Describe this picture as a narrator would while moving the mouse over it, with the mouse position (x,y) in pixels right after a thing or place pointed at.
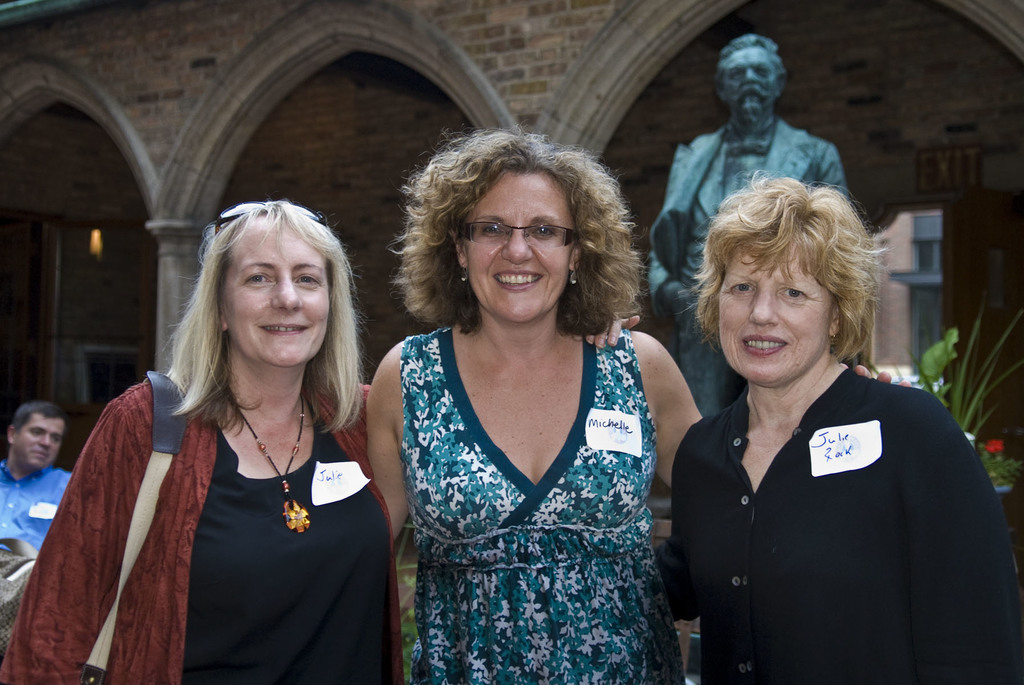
In front of the picture, we see three women (693,474) are standing. Three of them (465,399) are smiling. They are posing for the photo. Behind them, we see the statue of the man (684,168). Beside that, we see flower pots (1007,478) for plants (956,399). On the left side (27,501), we see a man (50,511) in blue shirt (19,520) is sitting. In the background (146,174), we see a building (303,156) which is made up of bricks (661,80).
